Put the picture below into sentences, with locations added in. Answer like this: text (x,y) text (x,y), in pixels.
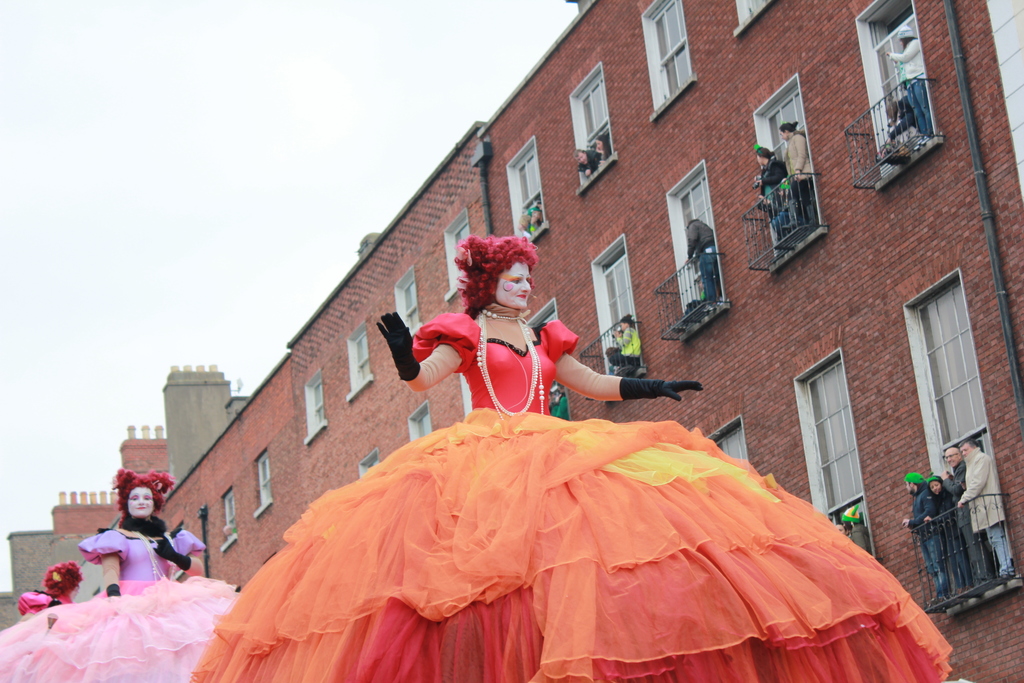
In this picture we can see persons (635,601) and in the background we can see buildings (23,563), sky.
